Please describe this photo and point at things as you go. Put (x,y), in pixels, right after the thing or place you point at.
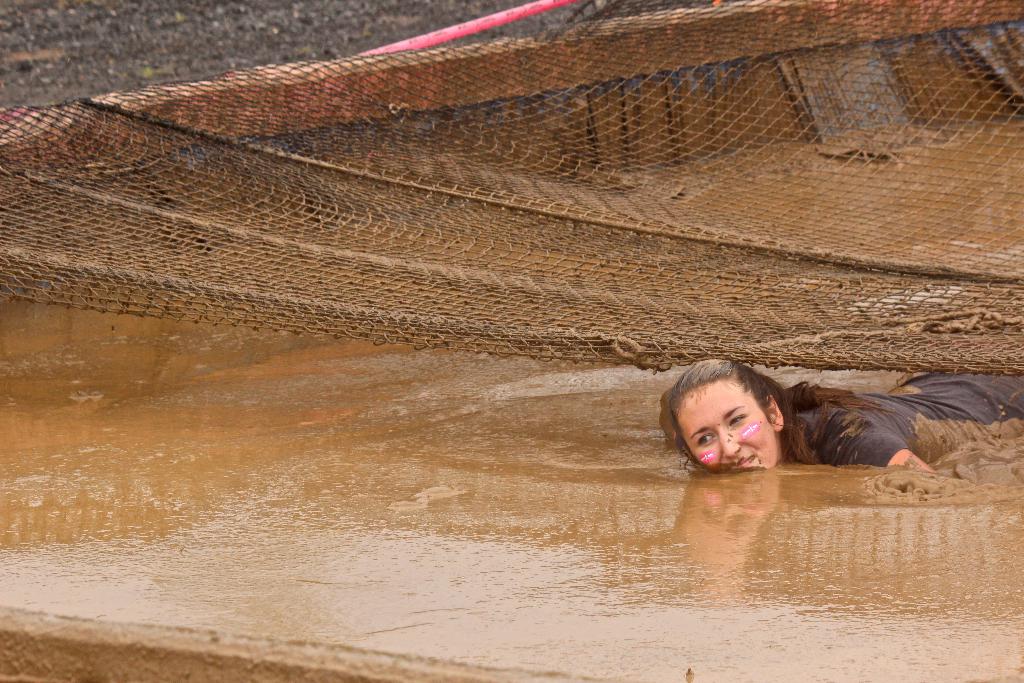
In this image I can see a woman (703,367) swimming in mud (835,471). I can see a net (938,360) above her and some wooden objects (628,97).
